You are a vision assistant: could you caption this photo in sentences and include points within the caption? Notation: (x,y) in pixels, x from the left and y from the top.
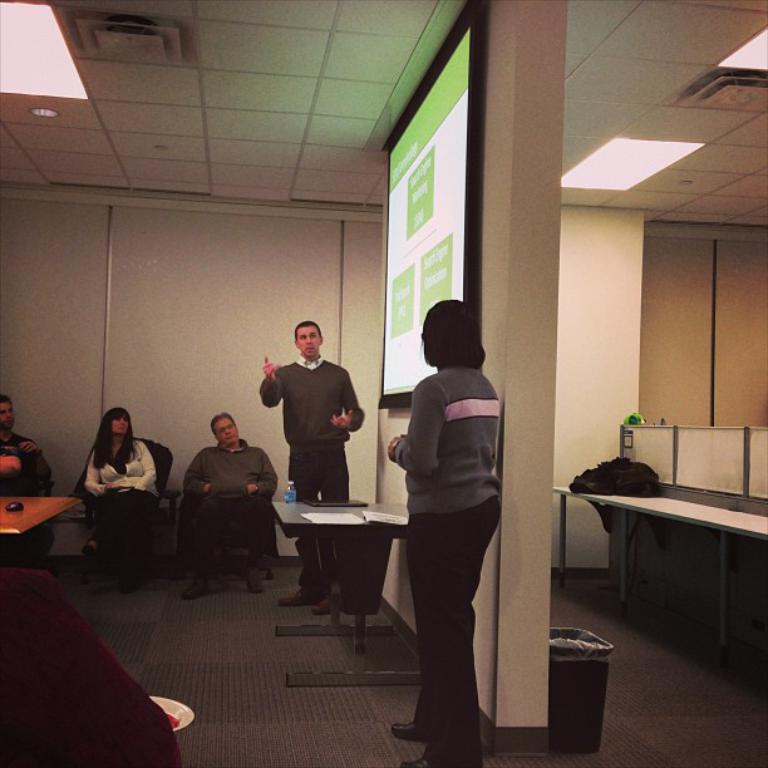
There is a room (293,582). On the right side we have woman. She is standing. On the left side (24,451) we have a person's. They are sitting in a chair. In the center (347,375) we have a person (331,387) he is standing his explain. Remaining all are listening to him. There is a table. There is a bottle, paper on a table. We can see in the background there is a light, projector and bag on a desk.
